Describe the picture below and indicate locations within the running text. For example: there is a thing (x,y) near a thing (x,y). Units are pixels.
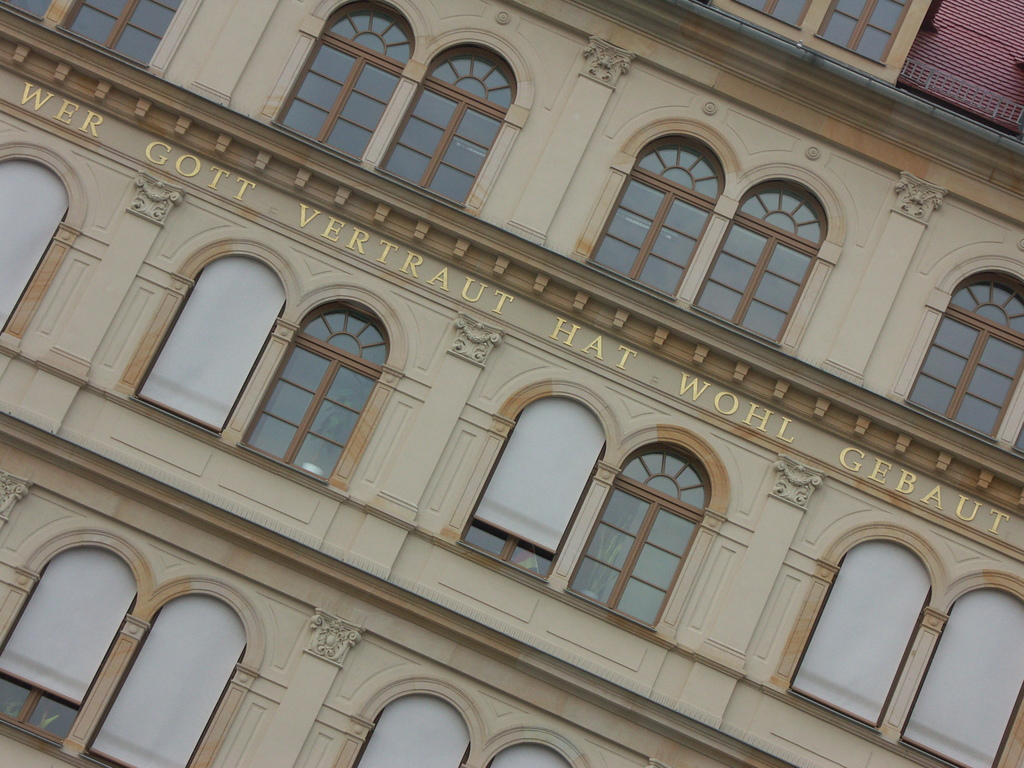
In this image I can see a building (359,510) and glass windows (357,379). Building (466,386) is in cream and brown color and something is written on it.
